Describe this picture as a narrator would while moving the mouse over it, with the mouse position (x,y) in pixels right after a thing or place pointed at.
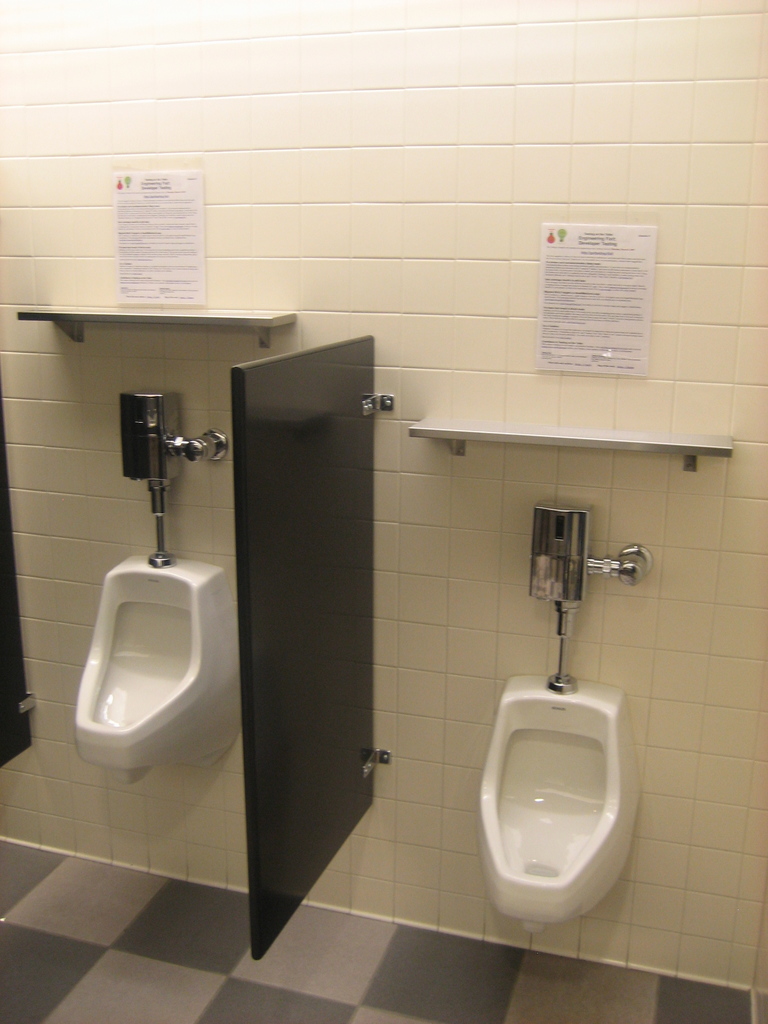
In the picture we can see inside the washroom (106,896) with urinals (558,906) to the wall (42,182) with pipes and in the middle of it, we can see the divider wall (285,697) which is attached to the wall (716,423) and on the wall (435,294) we can see two note boards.
